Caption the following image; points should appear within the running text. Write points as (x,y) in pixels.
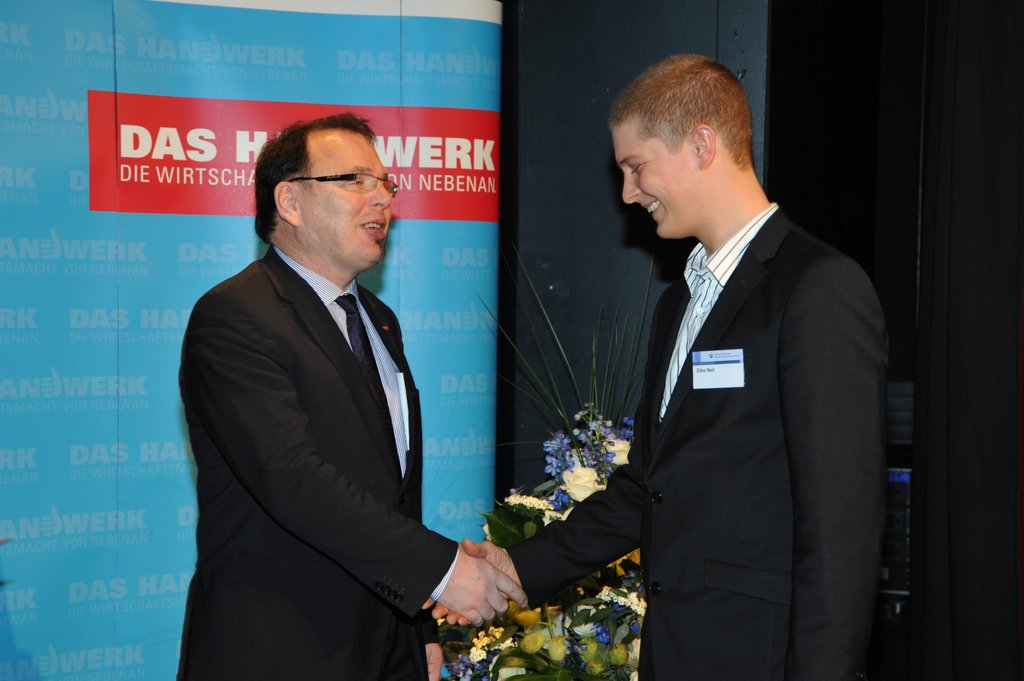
In the picture I can see a person (307,630) wearing black color blazer (337,521), tie (352,349), shirt (374,335) and spectacles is on the left side of the image (271,518) and another person (797,466) wearing blazer (735,433), shirt (715,273) is smiling and they both are hand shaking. In the background (27,272), we can see the blue color banner (121,462) on which we can see some edited text (469,446) and here we can see the flower bouquet (566,599). The right side of the image (793,19) is dark.
